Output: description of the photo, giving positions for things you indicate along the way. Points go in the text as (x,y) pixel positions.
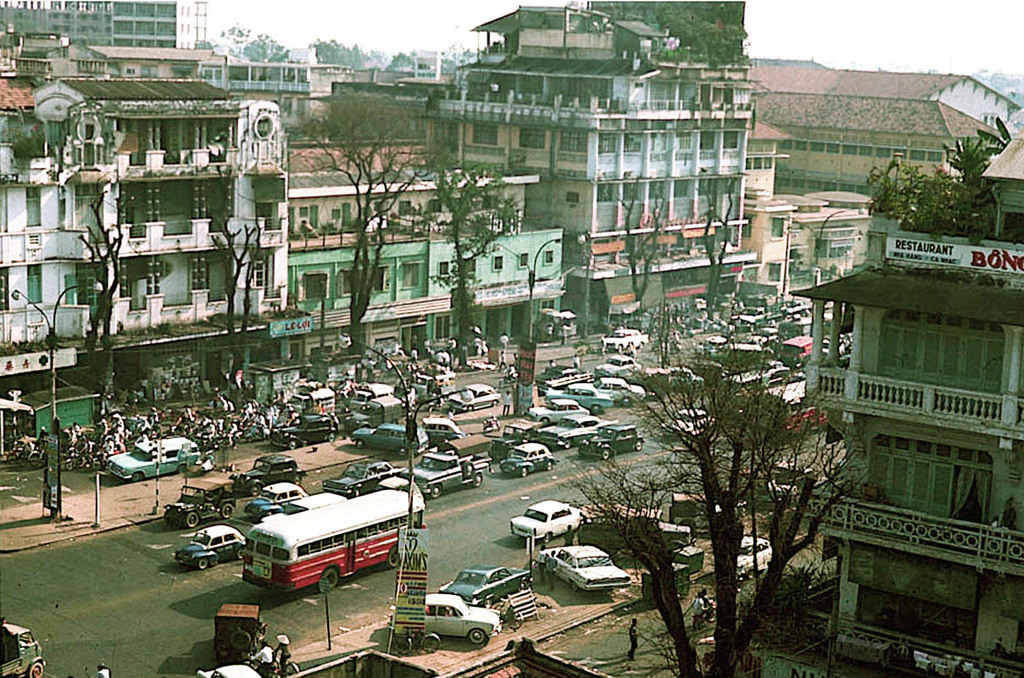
In the center of the image (604,334) we can see vehicles (622,342) on the road (70,579). On the right side of the image (984,282) we can see vehicles (597,563), tree (665,570) and building (942,509). On the left side of the image (151,23) we can see trees (91,320), vehicles (372,410), street lights (44,317) and buildings (236,199). In the background (372,31) we can see buildings (836,112), trees (257,49) and sky (296,29).
